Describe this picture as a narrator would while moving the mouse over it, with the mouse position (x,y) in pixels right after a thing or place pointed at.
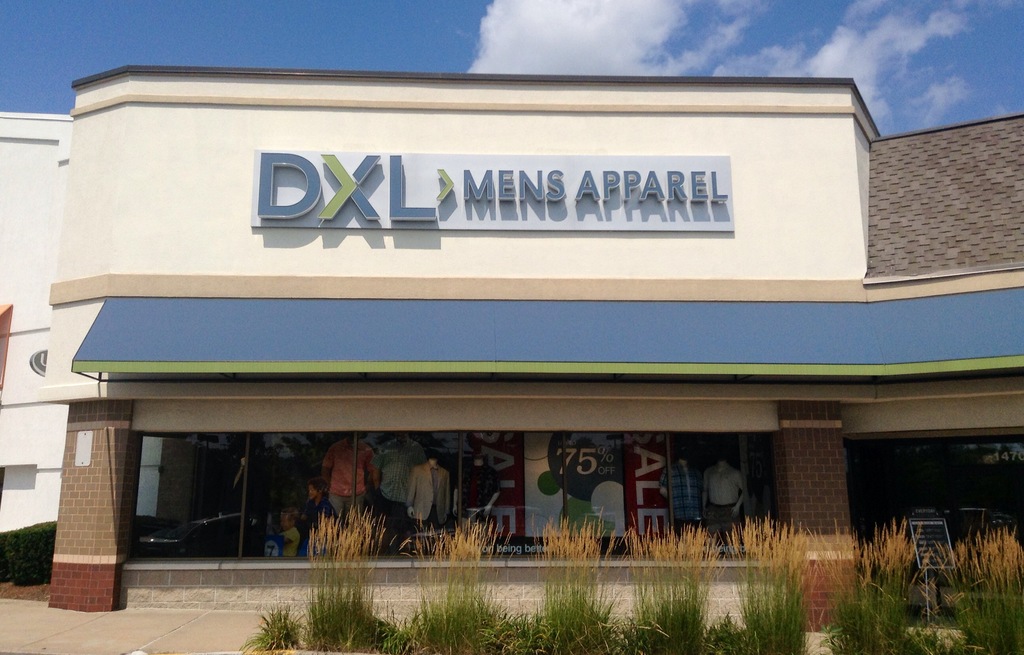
In this image we can see building (527,252), bushes (42,572), shrubs (266,624), plants (858,614), information boards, mannequins (681,501), advertisements (569,477), name boards (565,201) and sky (436,36) with clouds (731,45).
